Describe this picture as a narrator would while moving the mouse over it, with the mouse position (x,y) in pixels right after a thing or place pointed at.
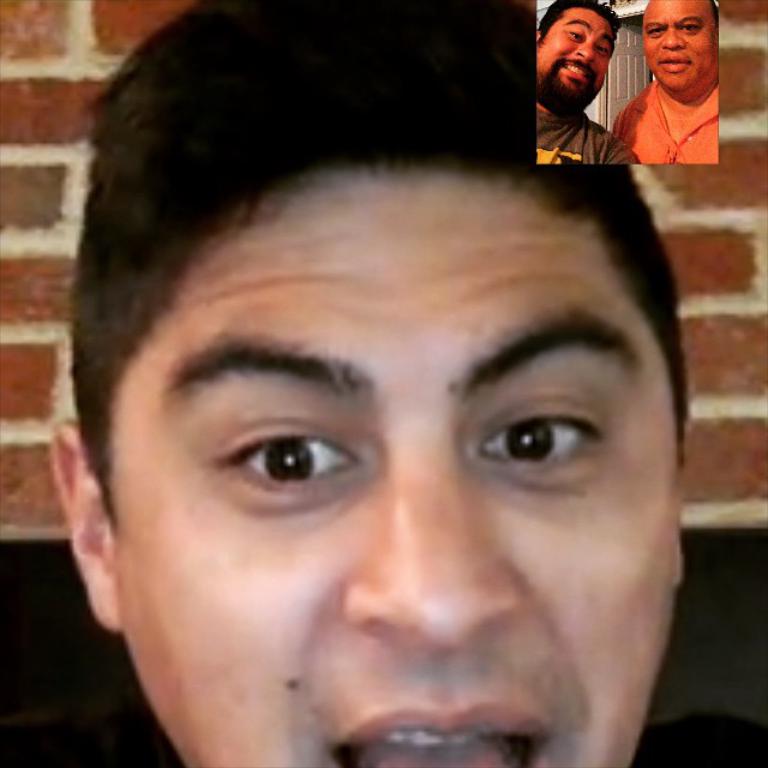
It is a screenshot of a video call, there is a person (301,480) calling two other persons (585,62) and their picture (585,51) is on the top right (611,17).
